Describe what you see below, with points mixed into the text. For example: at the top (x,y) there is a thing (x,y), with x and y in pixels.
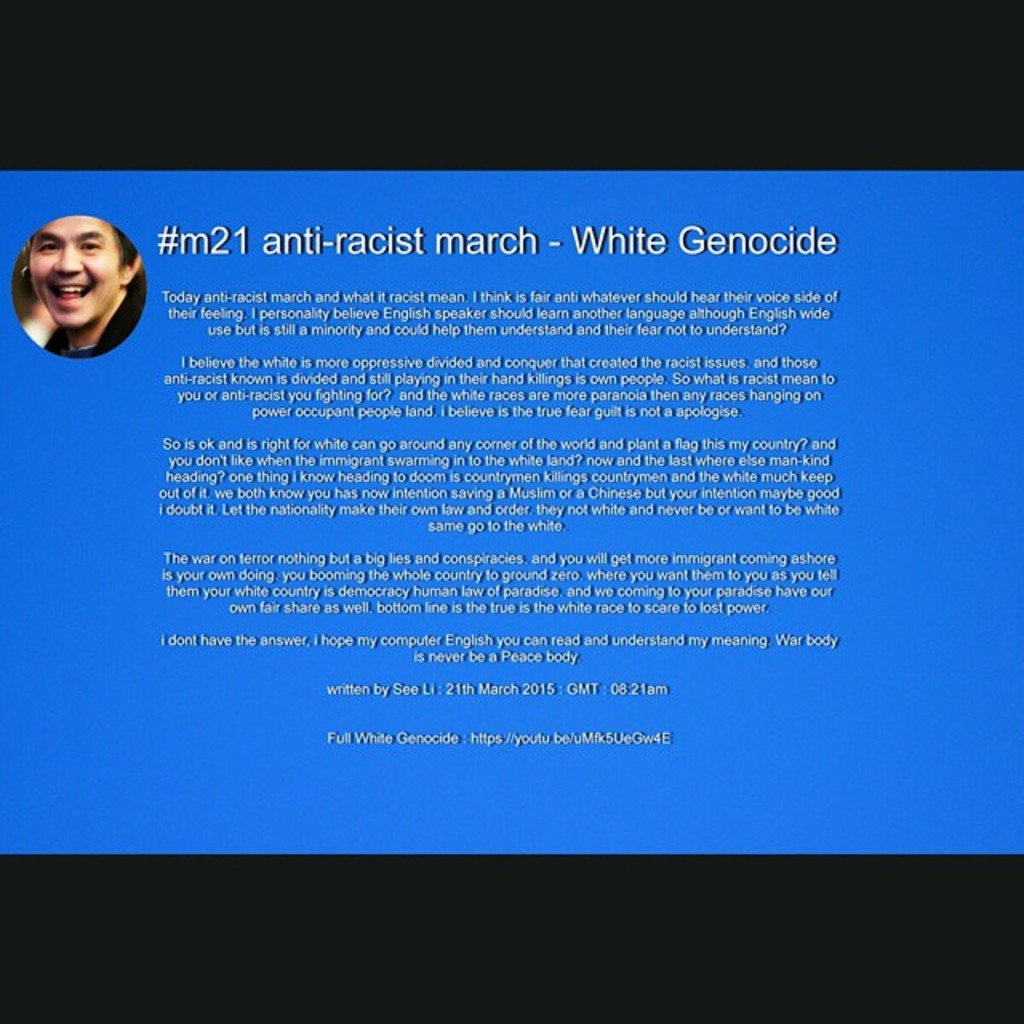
In this picture we can see some information (300,305) and a person (90,307) is visible on a blue surface (177,305). At the top (177,45) and at the bottom (237,931) we can see a black border (637,1022).
